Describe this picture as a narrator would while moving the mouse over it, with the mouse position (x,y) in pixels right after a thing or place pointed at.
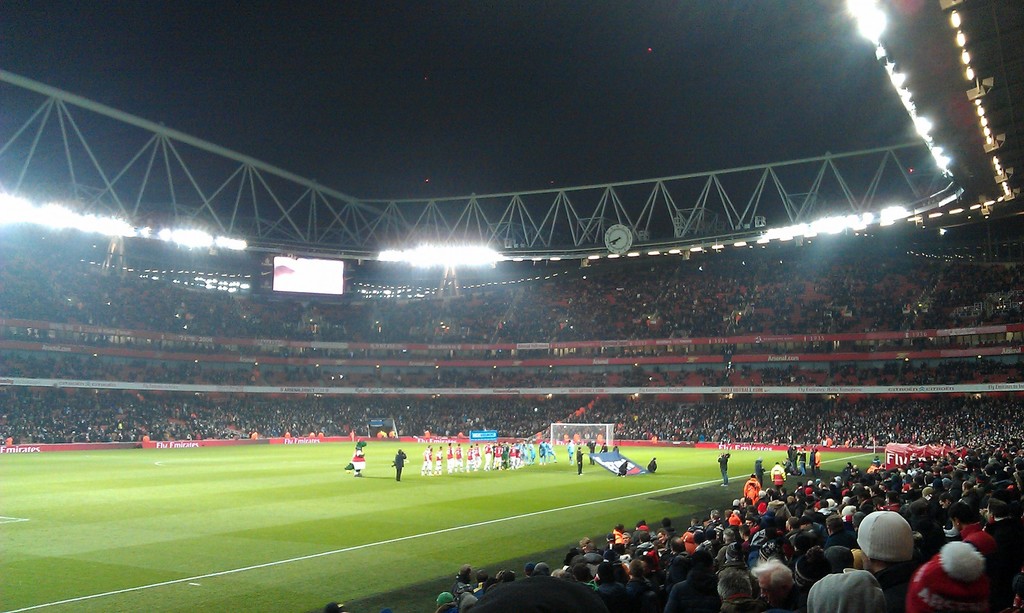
In this image we can see a group of people (544,455) standing on the ground (501,529). We can also see some people (605,448) holding a banner (640,472), a goal post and a person (356,465) wearing a costume (355,471). On the backside (717,304) we can see a group of people (210,397) sitting beside a fence (536,440), a display screen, a clock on the poles (725,197), some ceiling lights (935,151), boards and the sky (611,32) with some stars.
